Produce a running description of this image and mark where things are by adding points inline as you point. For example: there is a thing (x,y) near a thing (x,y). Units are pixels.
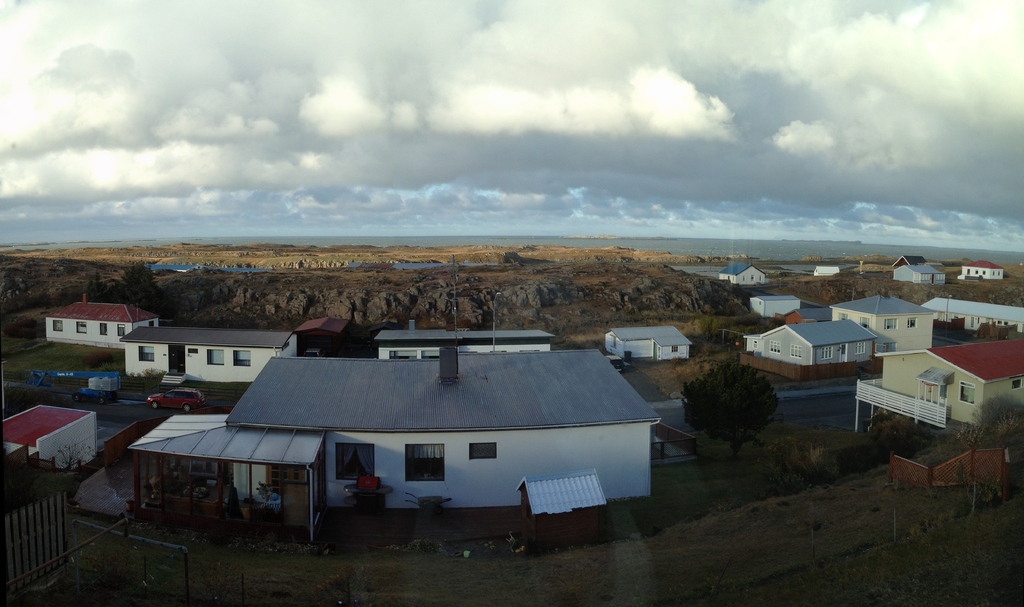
In this image we can see few houses (592,427). There are few trees (720,419) and plants (876,440) in the image. There are few vehicles (177,394) in the image. We can see the clouds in the sky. There is a fence (29,550) at the left bottom of the image (48,550). There is a sea (760,248) in the image. There are few rocks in the image.
